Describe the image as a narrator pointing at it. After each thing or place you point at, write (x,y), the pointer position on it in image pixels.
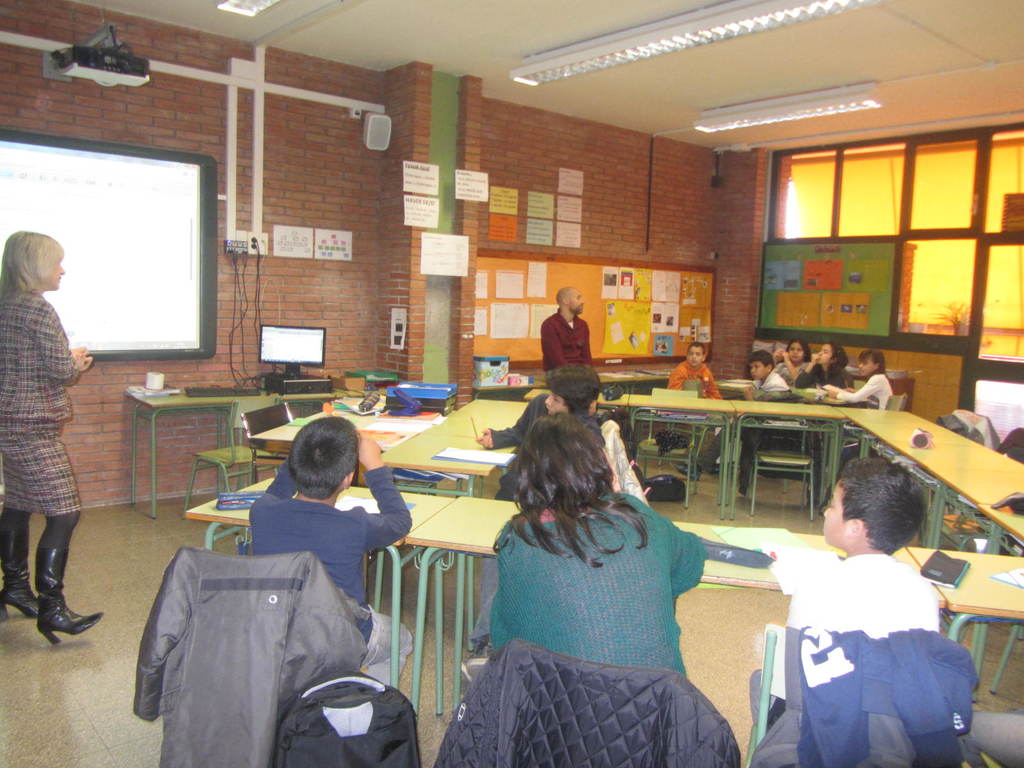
In this image I can see few people (847,491) sitting on the chair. I can see book (941,572) and bags (404,711). Back I can see screen (88,275), monitor (285,362) and some objects (345,382) on the table (451,427). I can see papers (628,317) are attached to the board (683,288) and board (582,268) is attached to the wall (618,155). We can see brick wall (620,174). I can see two persons (571,317) standing. We can see glass window (937,227).
